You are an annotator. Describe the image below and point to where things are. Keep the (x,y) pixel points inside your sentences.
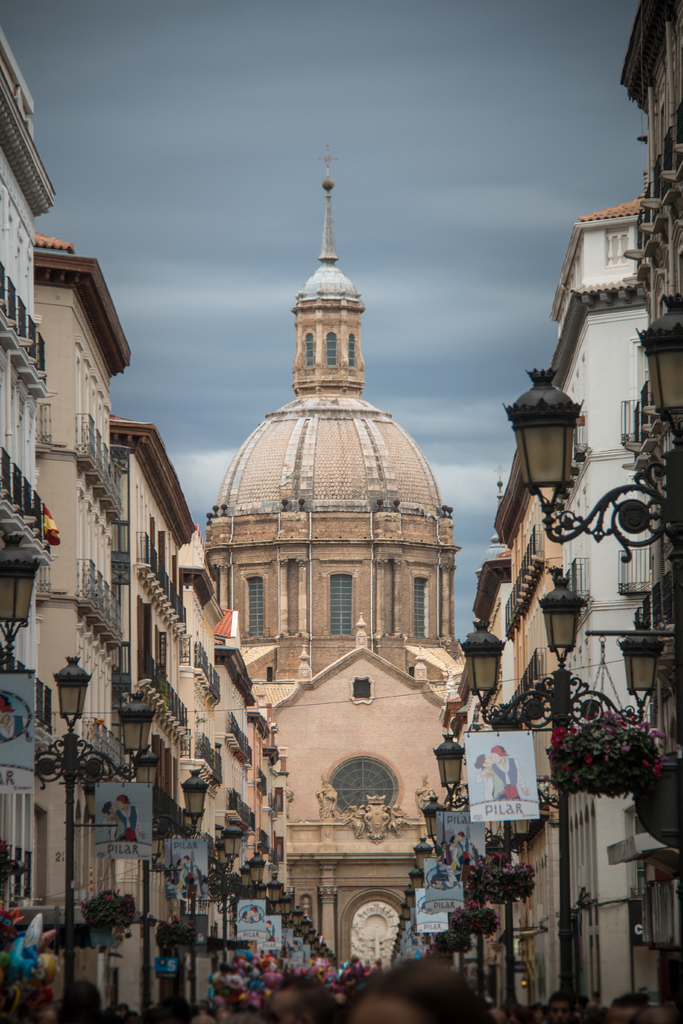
In this image on the right side (564,325) and left side (16,523) there are buildings (615,923), poles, lights (572,621) and some boards (16,744). On the boards (28,754) there is text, and in the background (331,574) there is building (351,718). At the bottom of the image (326,969) there are some people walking and some objects (268,992), at the top (120,176) there is sky (229,146).
